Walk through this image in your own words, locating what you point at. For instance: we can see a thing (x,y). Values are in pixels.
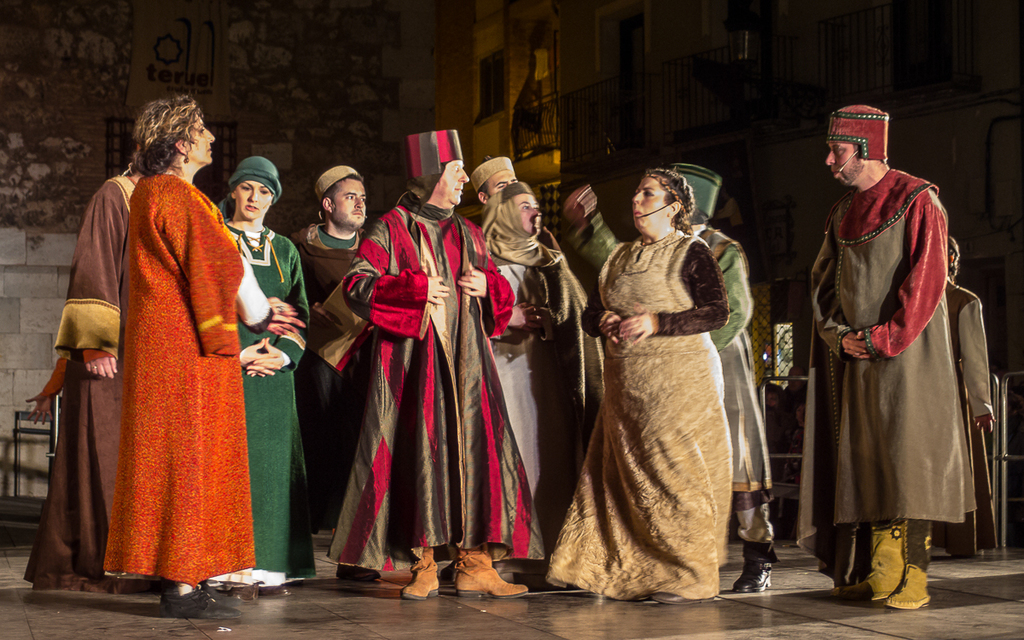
In this image we can see women (676,352) and men (829,378) are standing. They are wearing some kind of costumes (344,399) and mic (847,164). Behind the building (647,91) is present.
